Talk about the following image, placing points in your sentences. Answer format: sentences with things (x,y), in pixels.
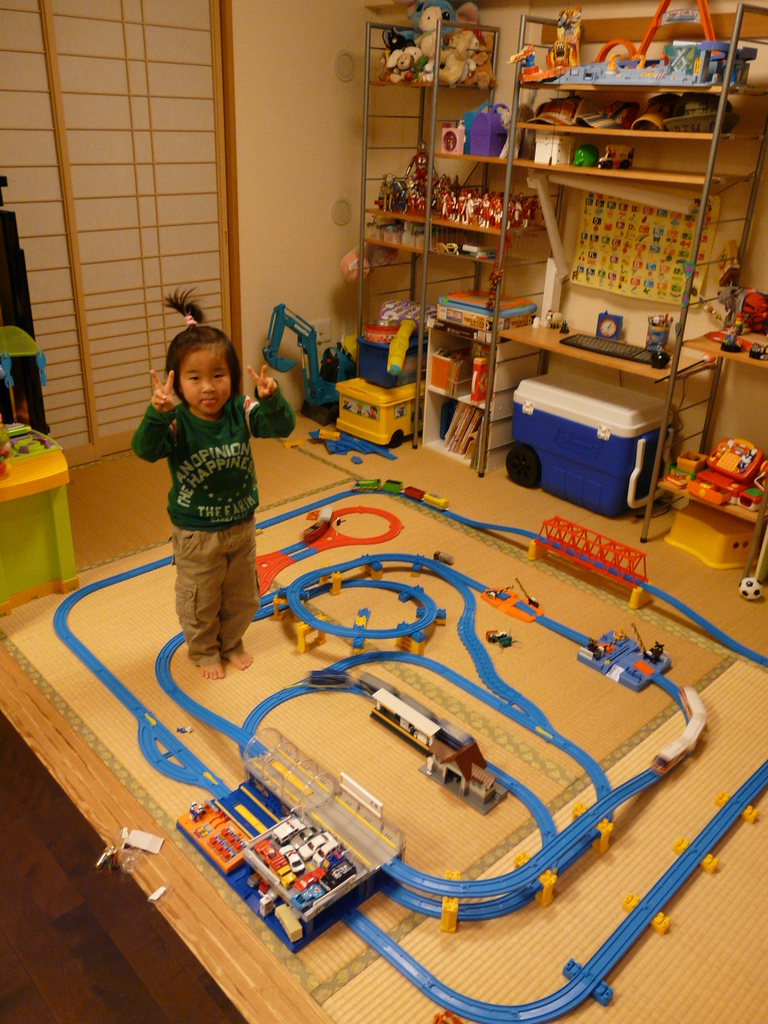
The picture is taken in a room (261,467). In the center of the picture (260,403) there is a kid (207,556) playing with toy trains (481,650). On the right (585,117) there are closets (516,210) filled with toys (547,318). On the left (24,459) there is a desk (8,480). In the background (139,206) it is door (137,171).
